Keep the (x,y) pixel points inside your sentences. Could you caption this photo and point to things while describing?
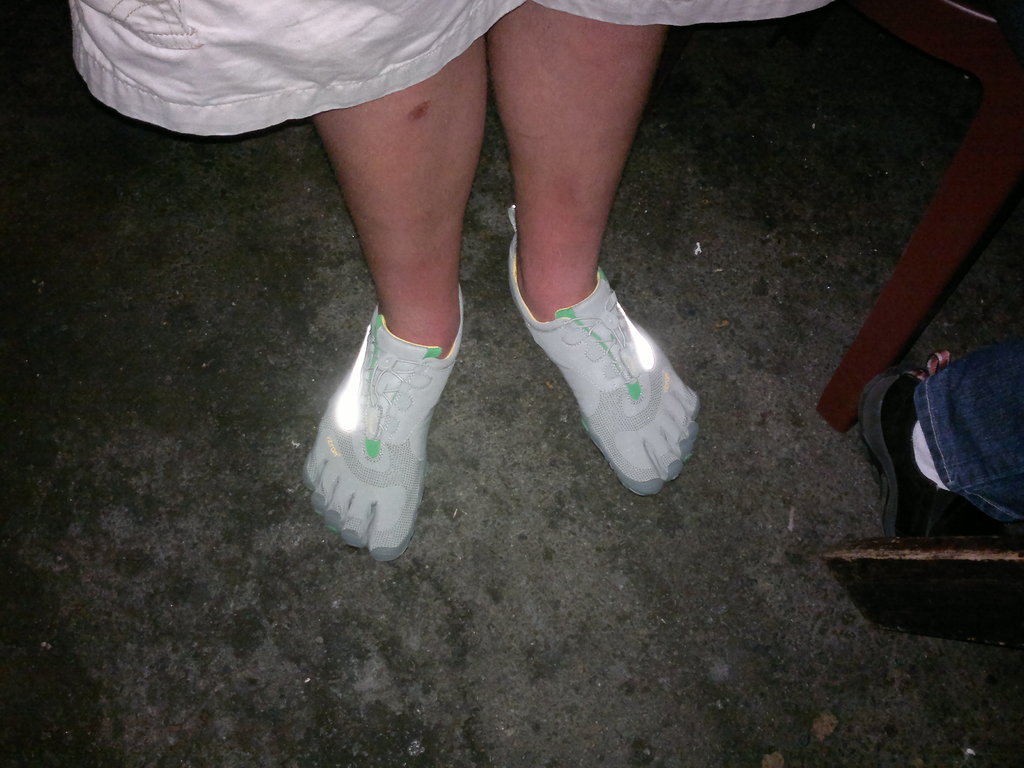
In the picture I can see person legs (425,392) wearing shoes (621,379), which is having some lights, side we can see one more person (929,431) wearing shoes (892,429).
